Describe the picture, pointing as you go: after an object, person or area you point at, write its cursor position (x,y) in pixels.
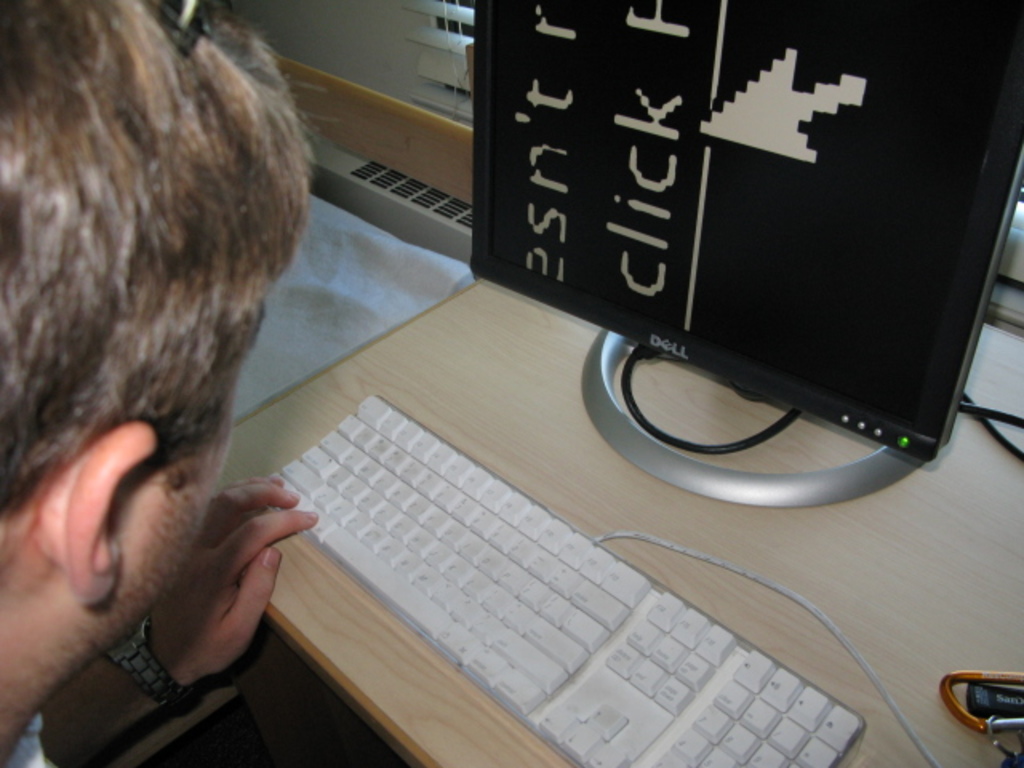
In this image there is a monitor (540,157), keyboard (366,407) on the table (457,349), and there is a person (140,272).
